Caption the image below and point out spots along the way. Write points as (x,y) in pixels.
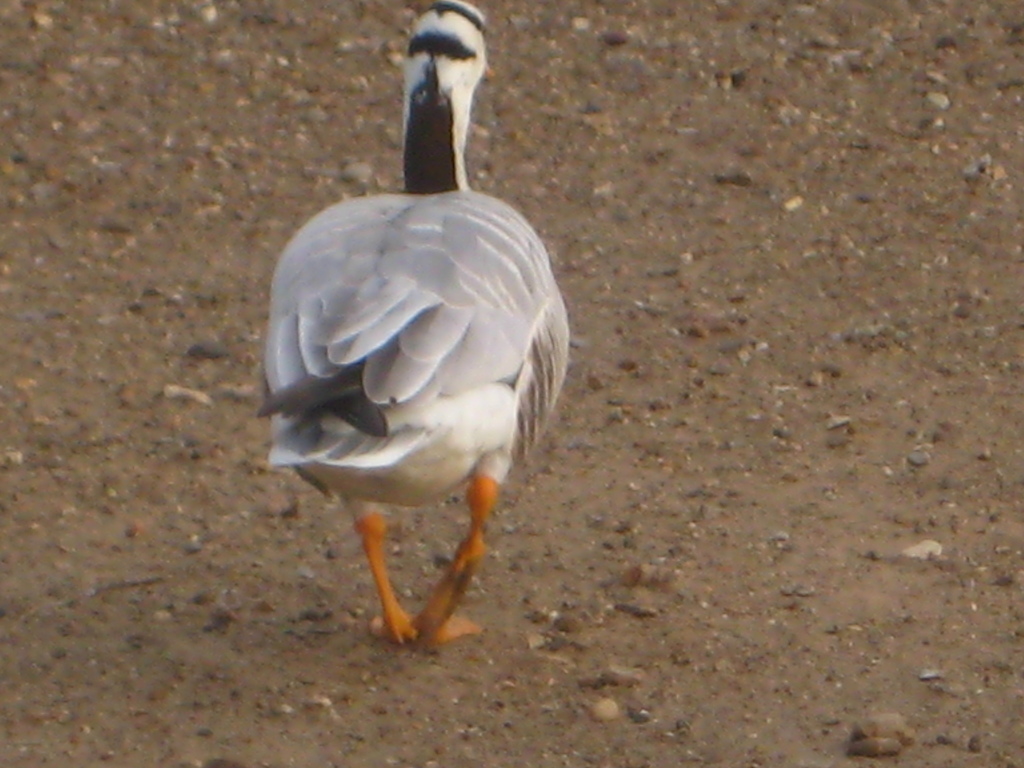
In the picture we can see a bird (400,422) standing on the mud path (423,575), the bird (384,452) is in white color with some part of black color to the tail (394,428) and near the neck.
